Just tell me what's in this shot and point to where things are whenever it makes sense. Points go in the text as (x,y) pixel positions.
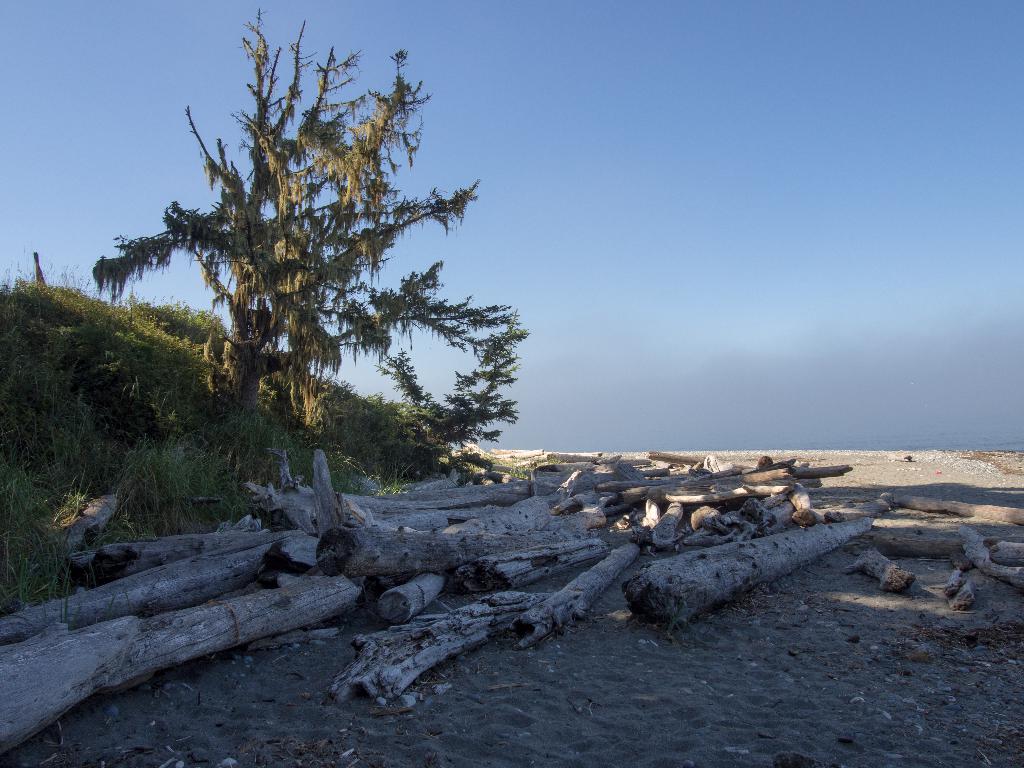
In this image we can able to see a tree (384,301) and some bushes (197,387), there are some wooden trunks (607,586) on the surface (837,648), and we can see sky (668,123).
